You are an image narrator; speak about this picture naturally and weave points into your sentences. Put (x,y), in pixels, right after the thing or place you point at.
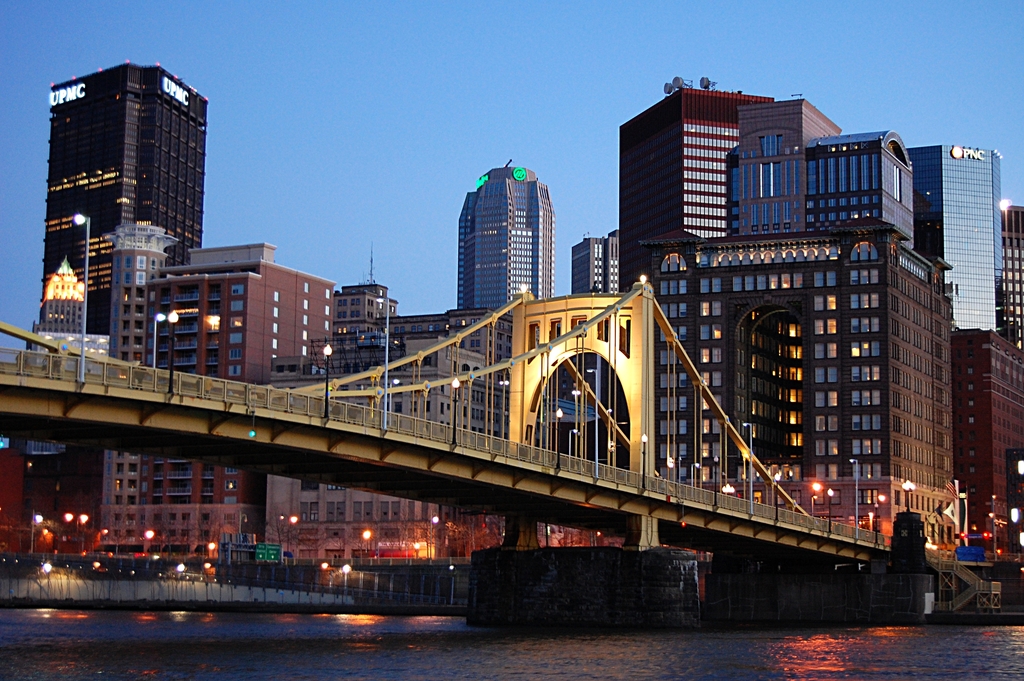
In the image we can see a bridge (527,480), light poles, buildings (838,339) and windows (833,356) of the building (826,345), water (612,660), board (278,549) and a pale blue color sky (334,151).
